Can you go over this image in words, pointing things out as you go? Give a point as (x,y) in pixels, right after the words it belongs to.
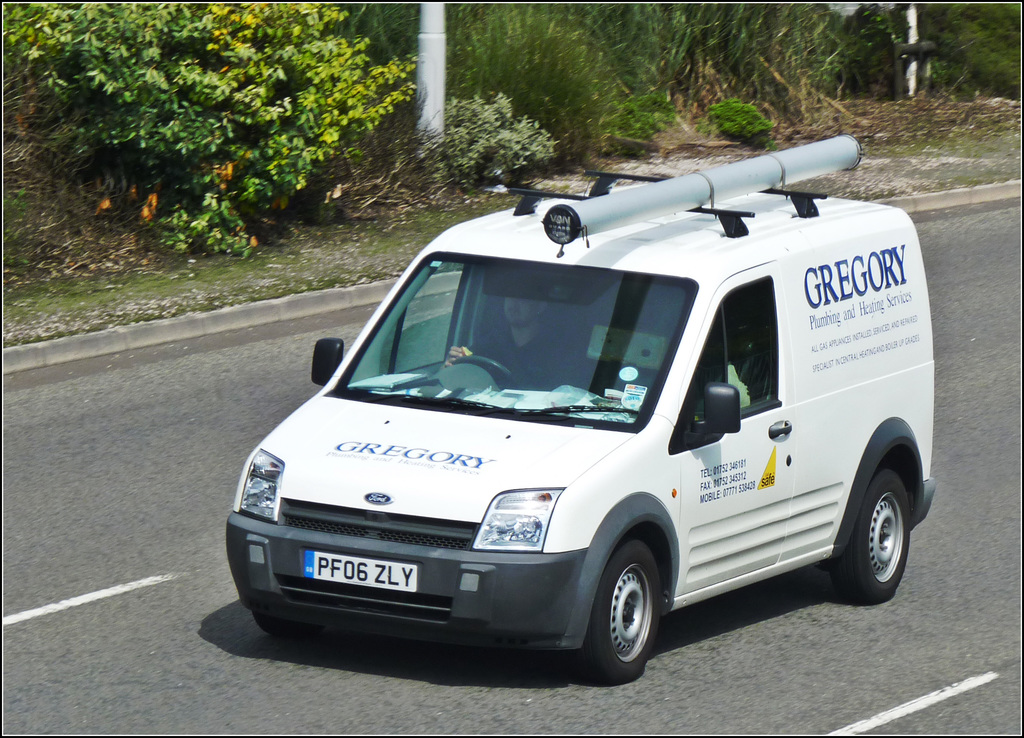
In this image there is a person (522,357) driving a vehicle (432,386) on the road (131,525), there are few plants (292,130), grass (134,276) and a pole (440,51).
